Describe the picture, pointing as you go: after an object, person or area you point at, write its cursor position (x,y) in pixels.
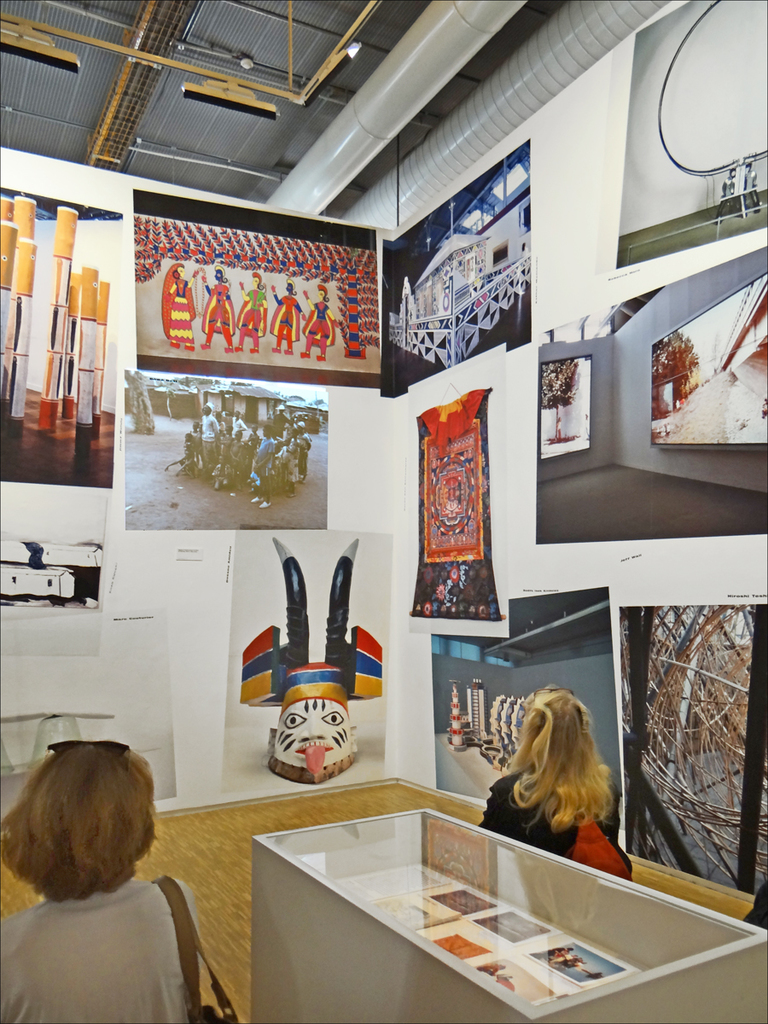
In this image in front (572,792) there are two persons (565,765). Beside them there is a table (493,933) with the photo frames (516,940) in it. At the bottom of the image (236,836) there is a floor (233,840). On the backside (308,467) there is a wall (303,307) with the photo frames (479,444) in it.
